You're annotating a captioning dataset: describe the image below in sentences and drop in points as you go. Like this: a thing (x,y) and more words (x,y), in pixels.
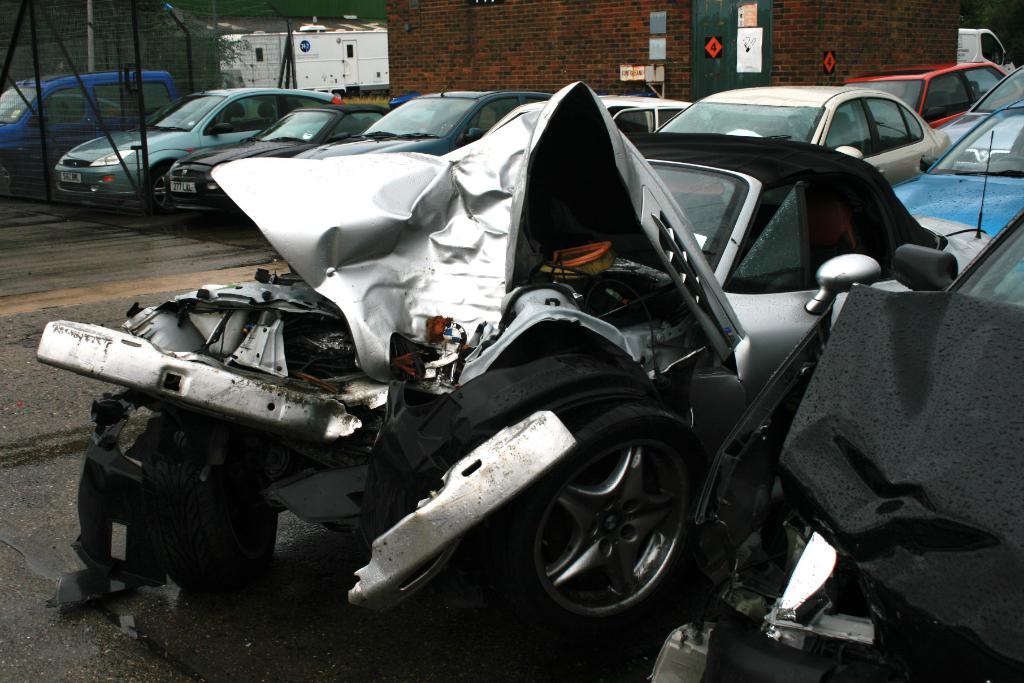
In the foreground of this picture (541,445), there are damaged cars (633,404). In the background (137,58), we can see few, vehicles (625,129), wall (529,55), a fencing (169,39), and a building (317,48).
